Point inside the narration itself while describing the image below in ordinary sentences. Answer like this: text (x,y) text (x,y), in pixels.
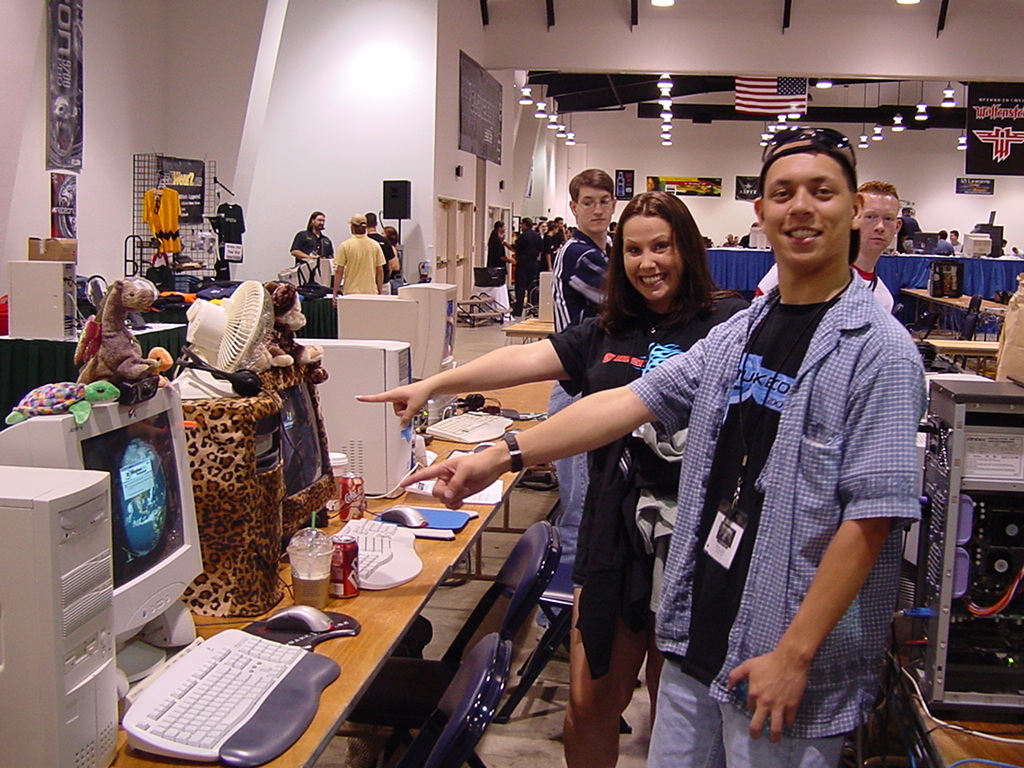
This picture is clicked inside the hall (525,704) and we can see the group of people (606,368) and we can see the monitors (127,479) and the electronic devices (363,381) which are placed on the top of the tables (972,293) and we can see the cans (356,570), glasses of drinks (307,589) and some other objects (513,417). In the background (577,144) we can see the wall (704,132), text (978,114) on the posters (692,182) and we can see the flag (807,100) and lights (949,99) and we can see the chairs (365,706) and many other objects (1008,400).
